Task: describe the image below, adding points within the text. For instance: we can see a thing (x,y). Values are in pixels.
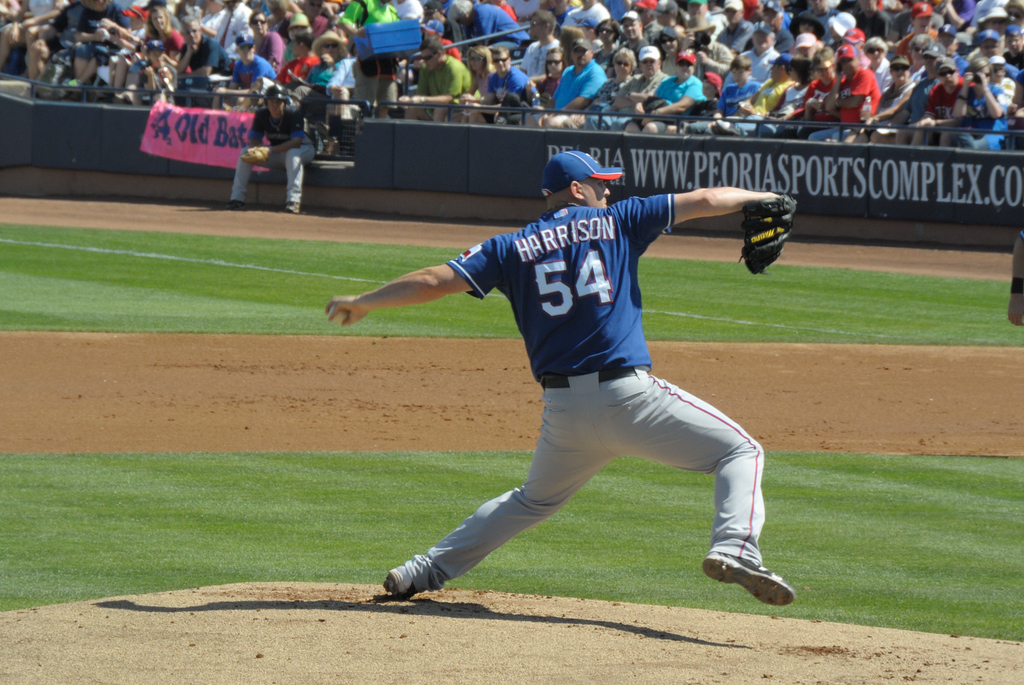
As we can see in the image there is grass (179,504), banner (978,214), few people (11,3) sitting on chairs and in the front (621,294) there is a man (557,376) wearing blue color t shirt (541,324) and blue color hat (574,167).
